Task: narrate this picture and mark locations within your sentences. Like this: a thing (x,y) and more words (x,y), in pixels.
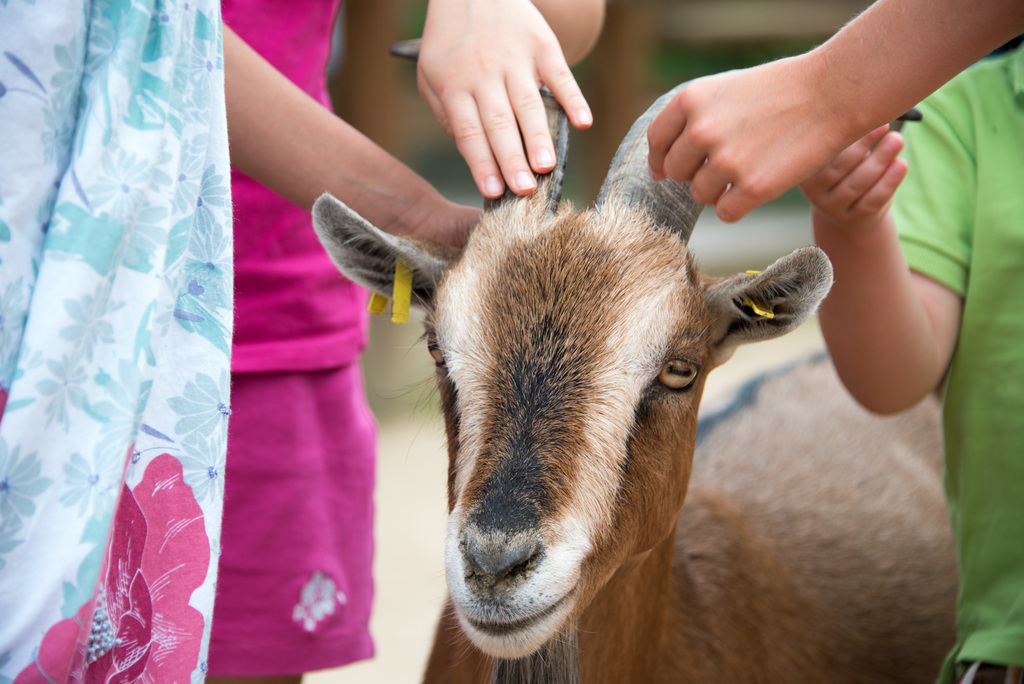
This is the picture of a goat (818,547) and also we can see some people hands (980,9) on it.
